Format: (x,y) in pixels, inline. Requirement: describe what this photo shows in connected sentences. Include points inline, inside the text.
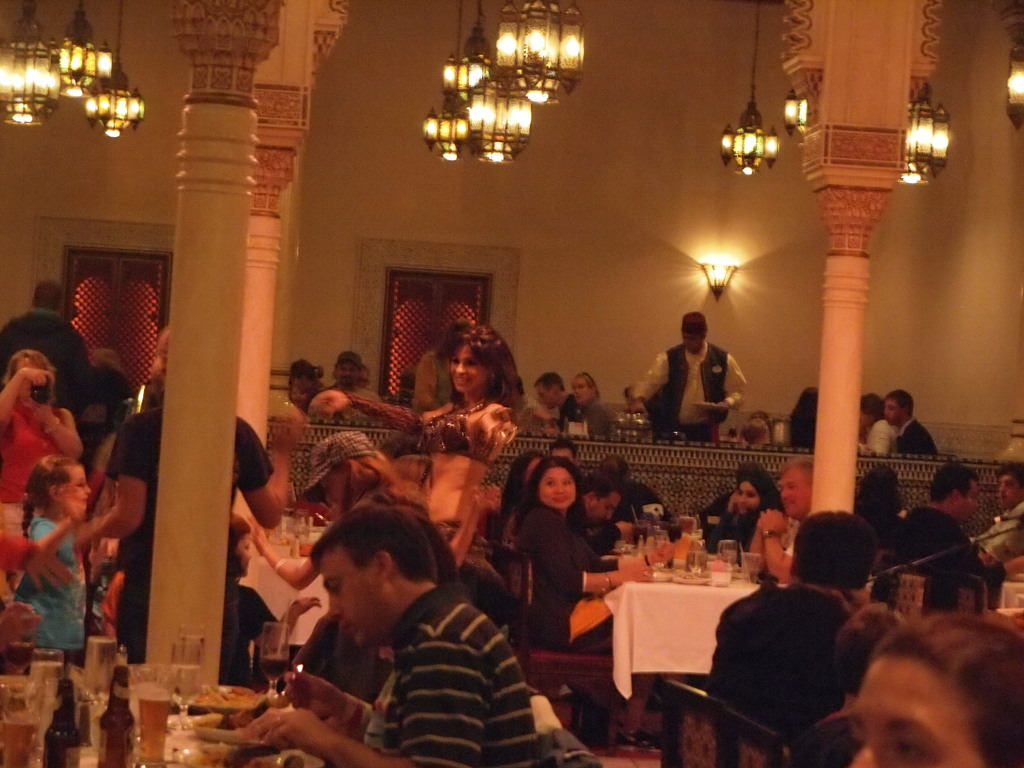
Many persons (391,568) are sitting and standing in this room (712,494). There are many pillars (856,334). On the ceiling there are chandelier (43,79). In the background (621,253) there is a wall (388,214). On the wall (369,227) there are two doors (451,289) and light (702,269). There are many tables (622,594) and chairs (702,703). On the table (115,702) there are bottles (114,717), glasses (144,693), plates (203,708) and many food items (226,693). On the left side (39,408) a woman (39,408) holding a camera (36,393).
